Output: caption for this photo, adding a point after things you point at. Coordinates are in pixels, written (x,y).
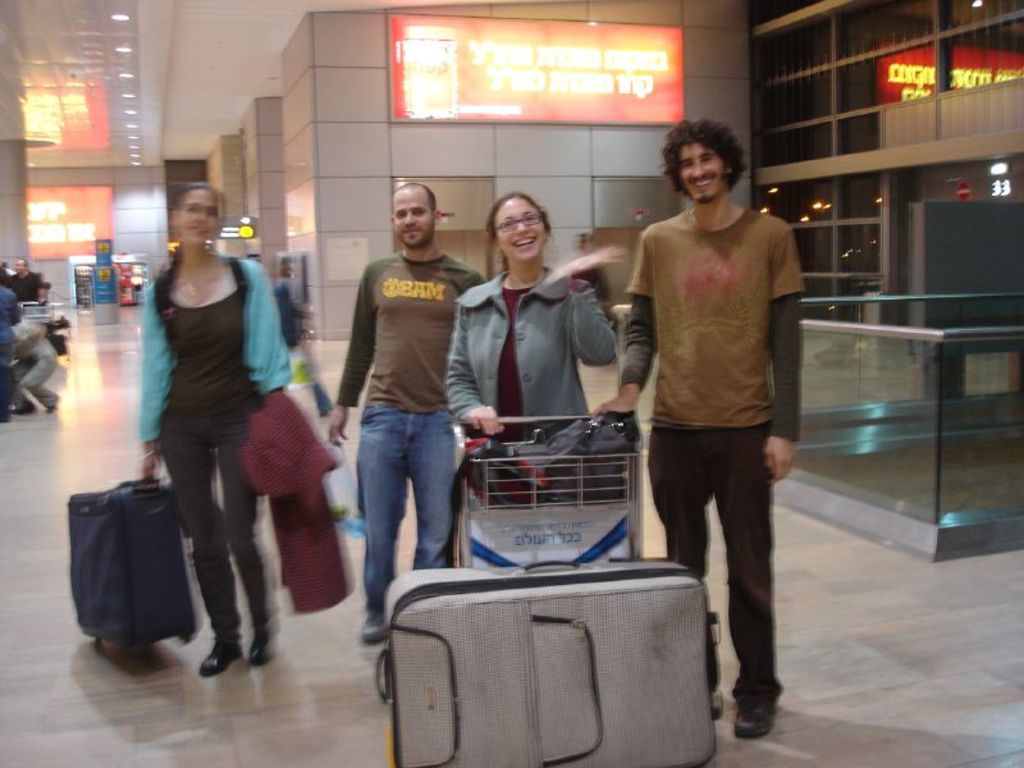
In the picture we can find few people (664,420) and four people (691,383) are standing. In front of them there are luggage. And one woman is carrying a luggage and jerkin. In the background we can find a wall (682,205), ceiling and light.
